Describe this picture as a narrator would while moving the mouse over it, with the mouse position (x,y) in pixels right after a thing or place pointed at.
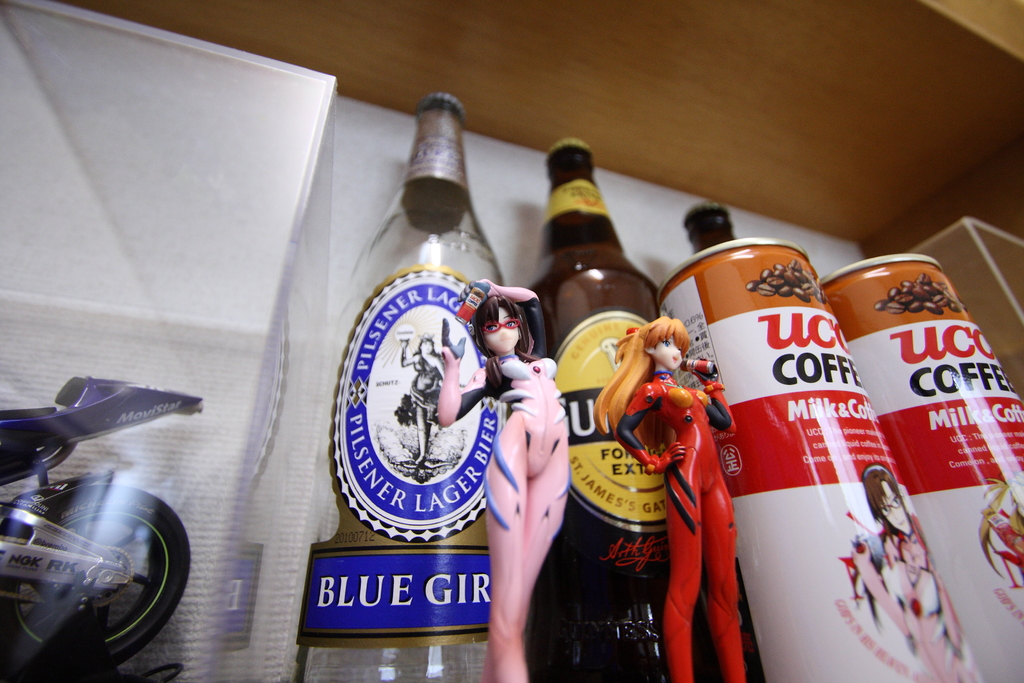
On the left (101,590) there is a bike toy (134,577). On the right (783,638) there are tins (769,633). In the middle (367,439) there are three bottles (367,382). There are two toys (513,637) placed before the bottles (559,356).
